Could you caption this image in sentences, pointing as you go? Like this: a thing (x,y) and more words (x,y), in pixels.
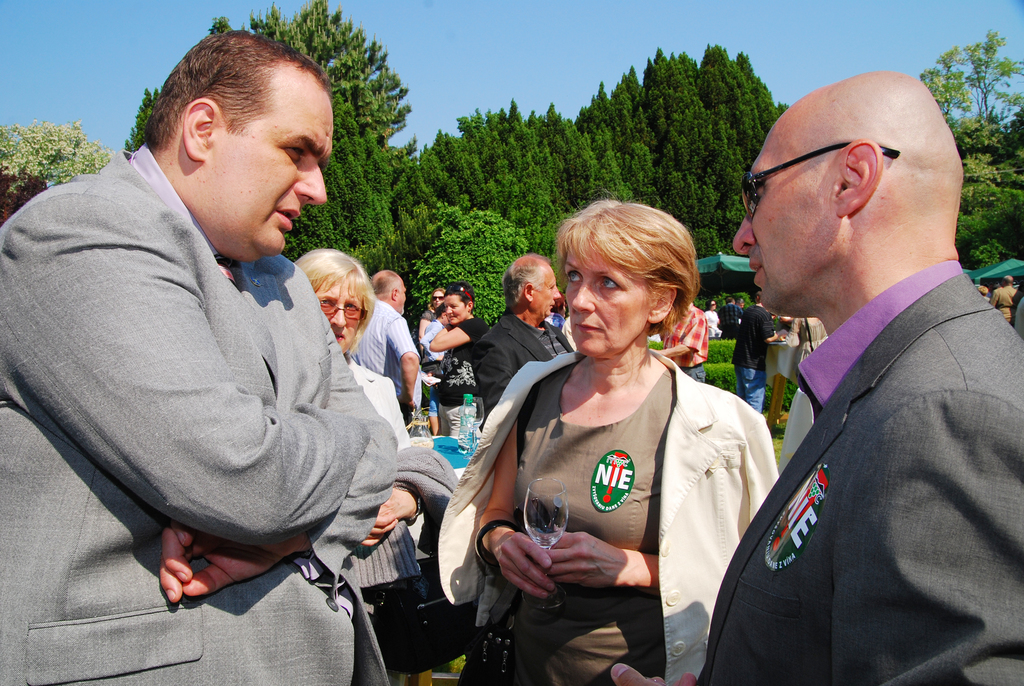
In the foreground of the picture (815,370) there are people (532,480), table (453,449), glass (481,413), bottle (465,404) and other objects (423,429). In the center of the picture (540,230) there are trees (678,101), people (530,271), plants (489,265) and tents (731,279). Sky (442,44) is sunny.
